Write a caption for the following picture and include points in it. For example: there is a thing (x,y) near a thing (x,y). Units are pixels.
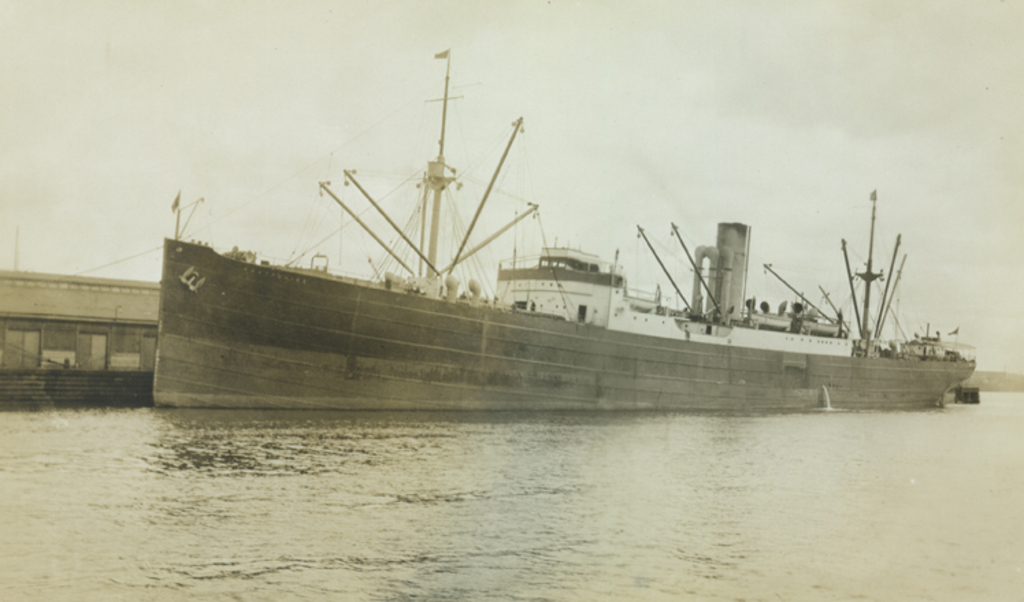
In the image I can see a ship (240,375) in the water (844,574) to which there are some poles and some other things (915,337).
